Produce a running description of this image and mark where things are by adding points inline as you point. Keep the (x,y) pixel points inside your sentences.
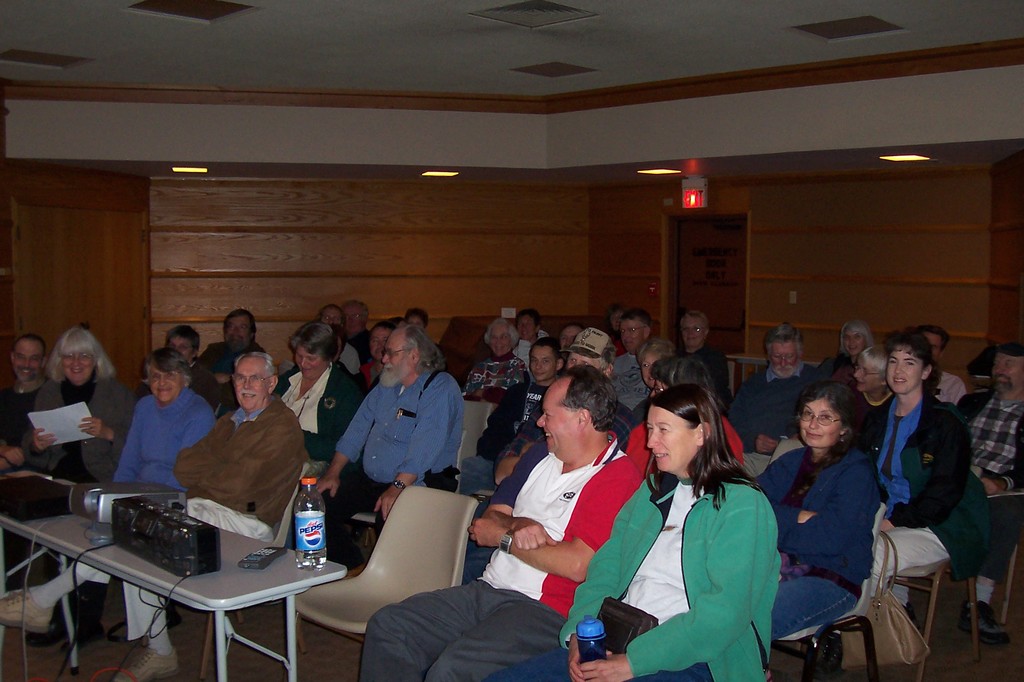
A meeting room (30,668) where a group of people (198,436) sitting on the chairs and a projector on the table (288,559) and also a water bottle (313,563) on the table (295,570). Here the people (336,444) are listening and also laughing and some are posing for the picture.
